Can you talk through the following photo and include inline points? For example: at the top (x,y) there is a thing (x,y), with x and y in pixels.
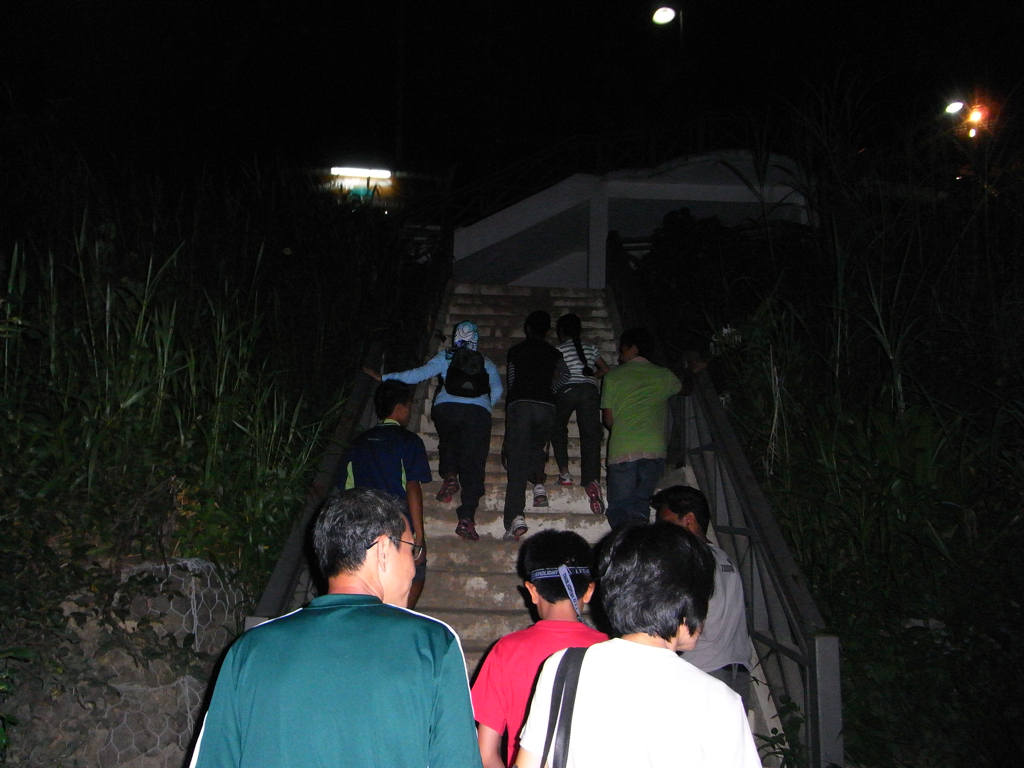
In this picture I can see few people (407,568) climbing stairs (487,613). I can see trees (322,363) on the both sides of the stairs (477,621). I can see buildings (685,179) in the back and few lights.
